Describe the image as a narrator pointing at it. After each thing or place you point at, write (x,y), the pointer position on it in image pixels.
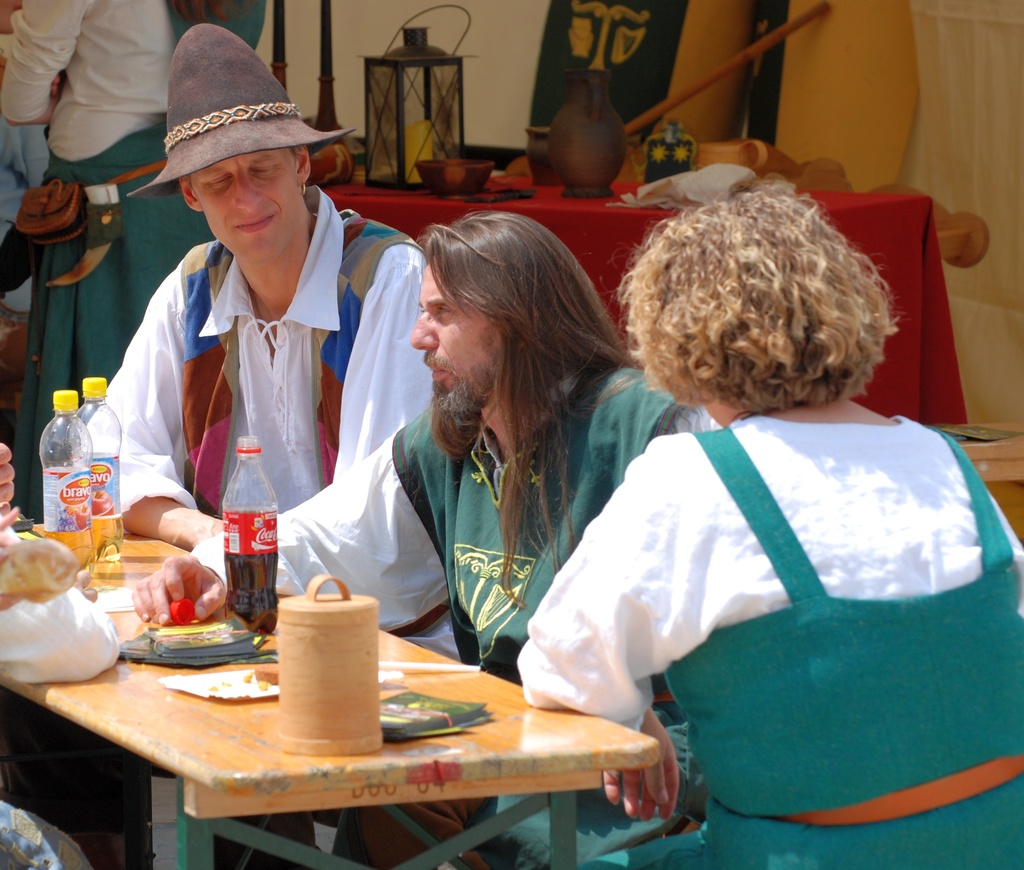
On the background (121,19) we can see a person (98,87) standing and on the table (346,209) we can see a lantern (446,111), pot (566,172), cup (714,160). We can see three persons (492,452) sitting on chairs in front of a table (262,736) and on the table (262,736) we can see bottles (253,494), tissue paper (254,685). This man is wearing a hat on his head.
